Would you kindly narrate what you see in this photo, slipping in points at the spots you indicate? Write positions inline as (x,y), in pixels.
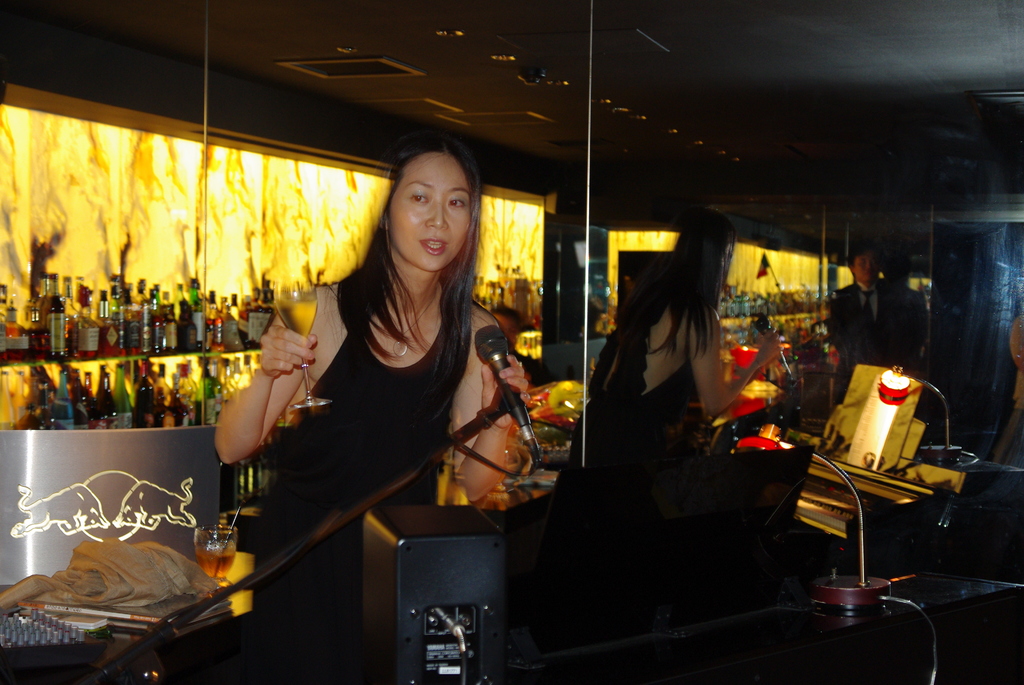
We can see a woman (348,367) is standing and she is holding a glass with liquid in it and a mike (510,398) on a stand (491,406) in her hands (290,362). At the bottom (410,549) there is an electronic device (438,577) and other objects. In the background (142,360) we can see the reflections (187,326) of wine bottles (45,402) on the racks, few persons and a light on the glass mirrors (924,559).
